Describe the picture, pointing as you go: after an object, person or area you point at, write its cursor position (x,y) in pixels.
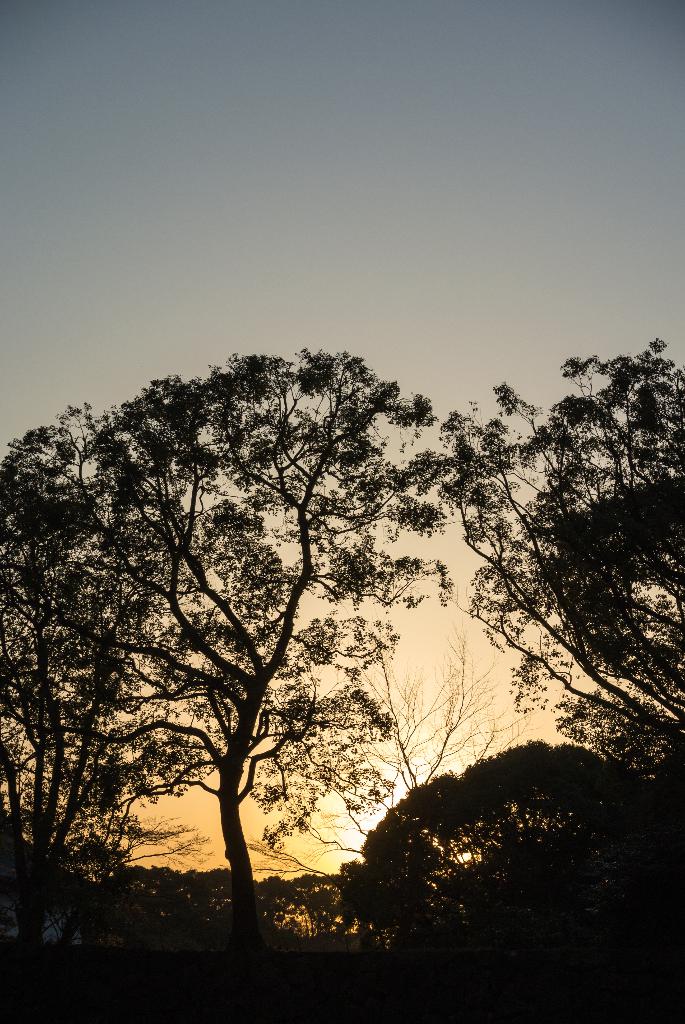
In this picture we can see trees (28,721) and in the background (474,80) we can see the sky (423,187).
